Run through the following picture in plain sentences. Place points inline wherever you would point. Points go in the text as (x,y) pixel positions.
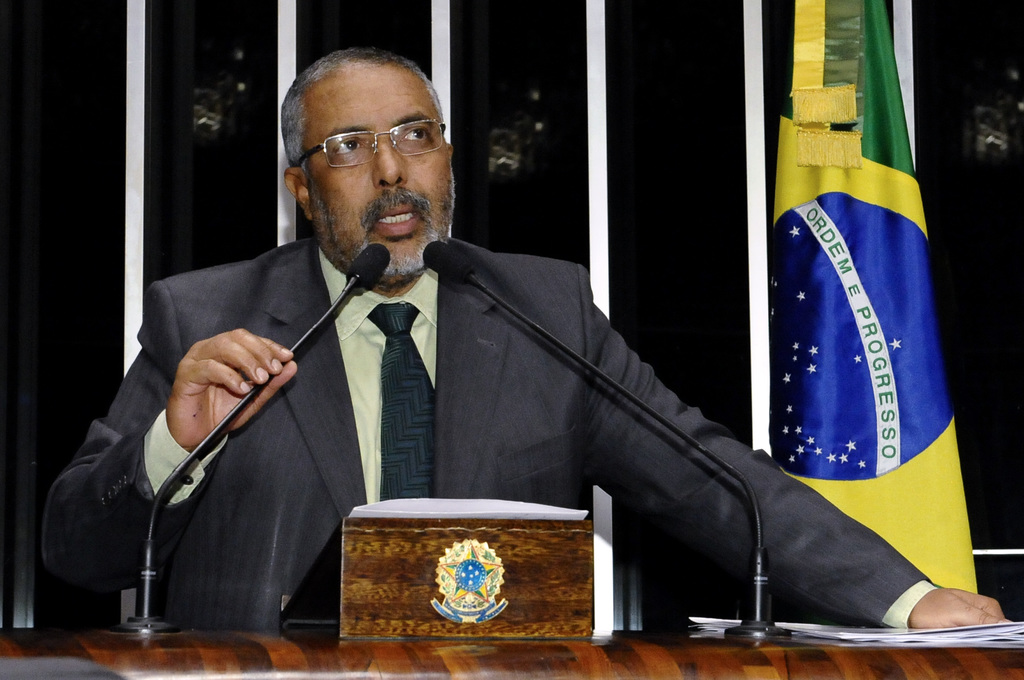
In this picture, we see a man (336,428) in the grey blazer (347,472) is standing and he is wearing the spectacles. In front of him, we see a podium (463,621) on which the microphones (762,587) and the papers (916,635) are placed. He is talking on the microphone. Behind him, we see the white railing (131,252). On the right side (902,128), we see a flag (868,167) in yellow, blue and green color. In the background (224,102), it is black in color.
